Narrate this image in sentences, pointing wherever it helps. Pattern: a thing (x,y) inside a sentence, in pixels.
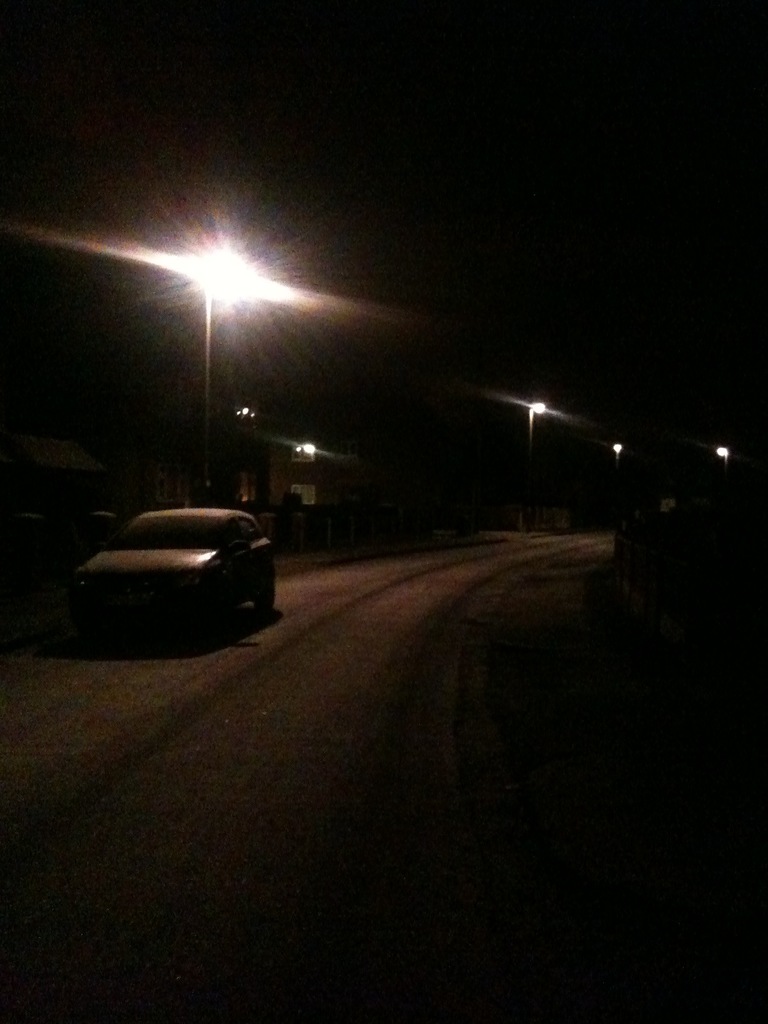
In this image I can see a car (221,564) on the road (242,668). On the left side (244,489) I can see the buildings (280,497). At the top (249,301) I can see the lights (209,279).
